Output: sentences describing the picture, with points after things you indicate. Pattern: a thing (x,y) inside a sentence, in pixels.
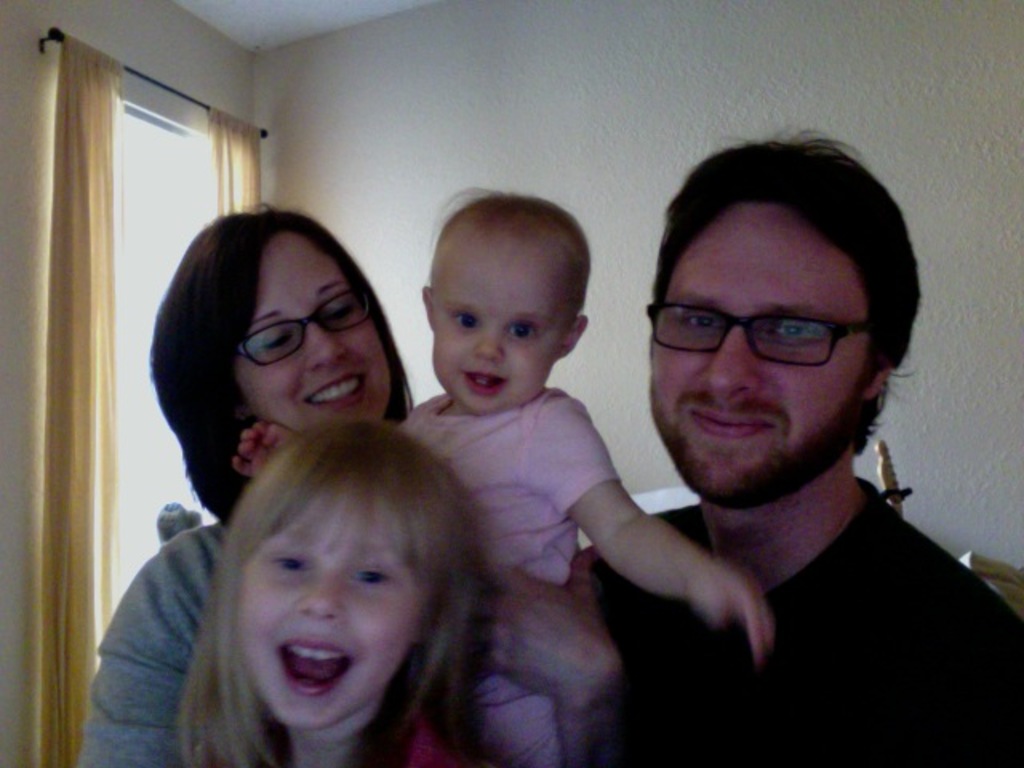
In this image we can see few people (461,513) in a room (363,207), a person (268,361) is holding a baby (518,466) and in the background (118,150) there is a wall (546,130) and a window (174,150) with curtains (102,138) to the rod (182,93) on the left side (75,77).
